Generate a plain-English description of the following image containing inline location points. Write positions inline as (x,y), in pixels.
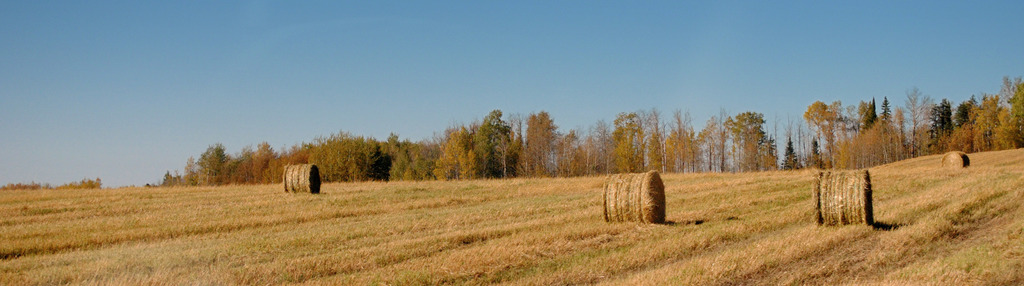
In the picture I can see some farmlands (497,220), there are some trees (580,150), top of the picture (510,60) there is clear sky (380,55).
